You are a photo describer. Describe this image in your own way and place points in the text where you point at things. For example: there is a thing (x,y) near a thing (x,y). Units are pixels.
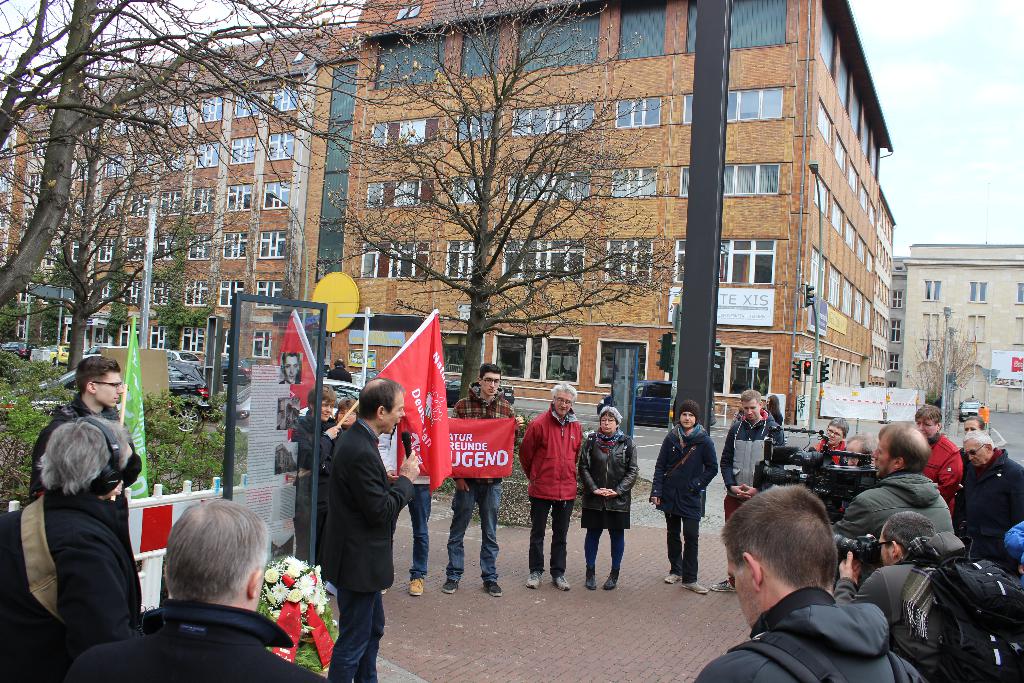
In this picture there is a man (361,638) standing and holding the microphone (407,447) and he is talking and there is a man (457,480) standing and holding the banner (508,446) and there is text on the banner (479,468) and there are two people (891,522) standing and holding the cameras (788,453). In the foreground (432,440) there is a bouquet (319,641) and there are flags (445,474) and objects (319,410). At the back (1001,311) there are buildings (1001,311) and trees (92,297) and there are street lights (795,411) and vehicles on the road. At the top (969,93) there is sky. At the bottom (522,585) there is a road (573,547).
